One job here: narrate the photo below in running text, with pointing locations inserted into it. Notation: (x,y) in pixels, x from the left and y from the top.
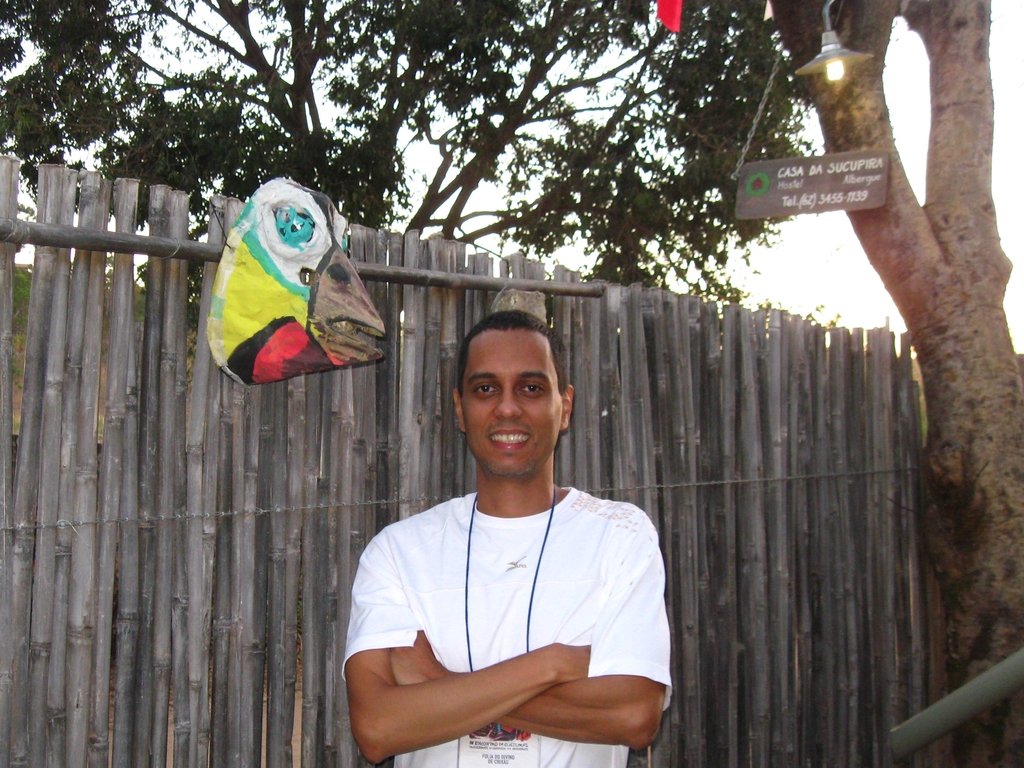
In the image there is a man (485,500) in white t-shirt (482,630) standing in front of wooden fence (409,344) with a painted bird head (355,272) hanging to it and trees (944,486) on either side of it.
